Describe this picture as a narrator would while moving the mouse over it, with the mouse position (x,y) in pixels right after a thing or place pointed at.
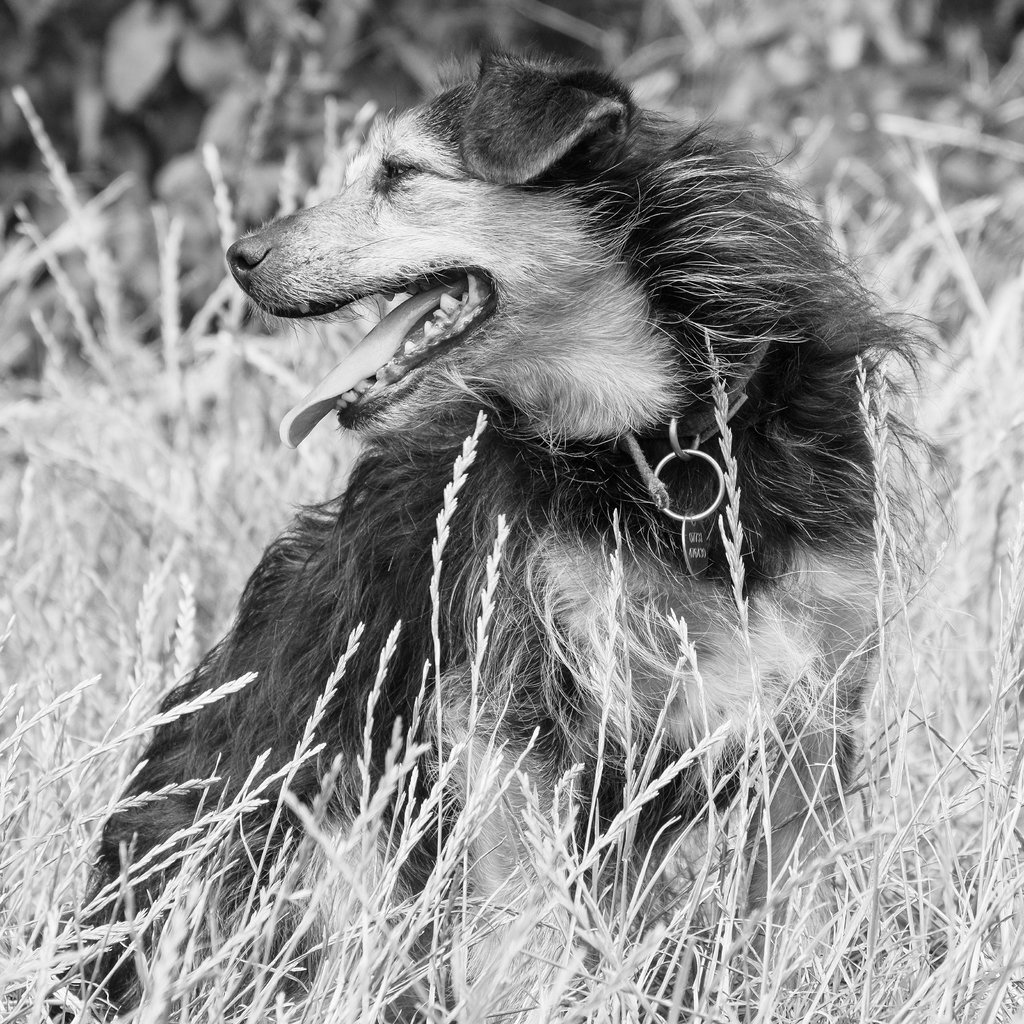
In this picture I can see there is a dog (420,535) sitting in the grass (32,443) and it has a belt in its neck (715,478) and there is a locket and it is looking at left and the backdrop (998,505) is dark.
